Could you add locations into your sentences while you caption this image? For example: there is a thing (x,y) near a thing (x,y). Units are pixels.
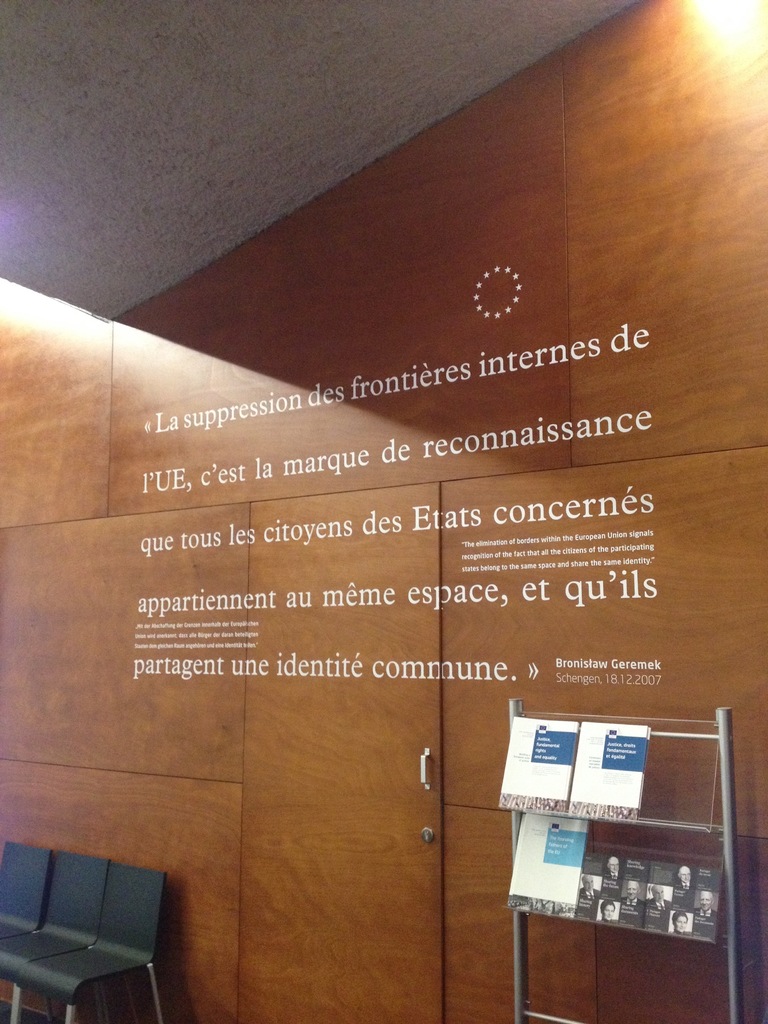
In this image we can see chairs (58,899), door (340,934), stand (652,787), there are some magazines (619,787) on the racks (683,789), also we can see the rooftop (102,258), and the wall (211,275), on the wall (588,632) there are some text (516,601).
